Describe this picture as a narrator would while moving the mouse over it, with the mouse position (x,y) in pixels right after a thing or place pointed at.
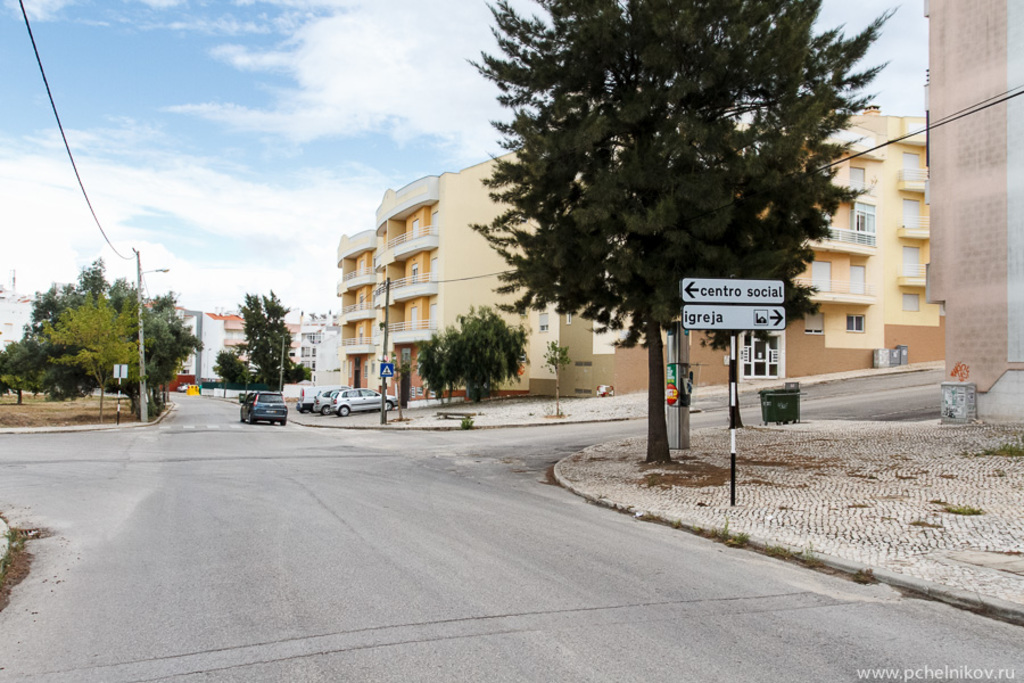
In the middle (571,434) this is the road (433,572), on the right side (702,254) there is a sign board (758,313), tree (670,145). These are the buildings (469,263), at the top (382,85) it's a sky (336,83).
